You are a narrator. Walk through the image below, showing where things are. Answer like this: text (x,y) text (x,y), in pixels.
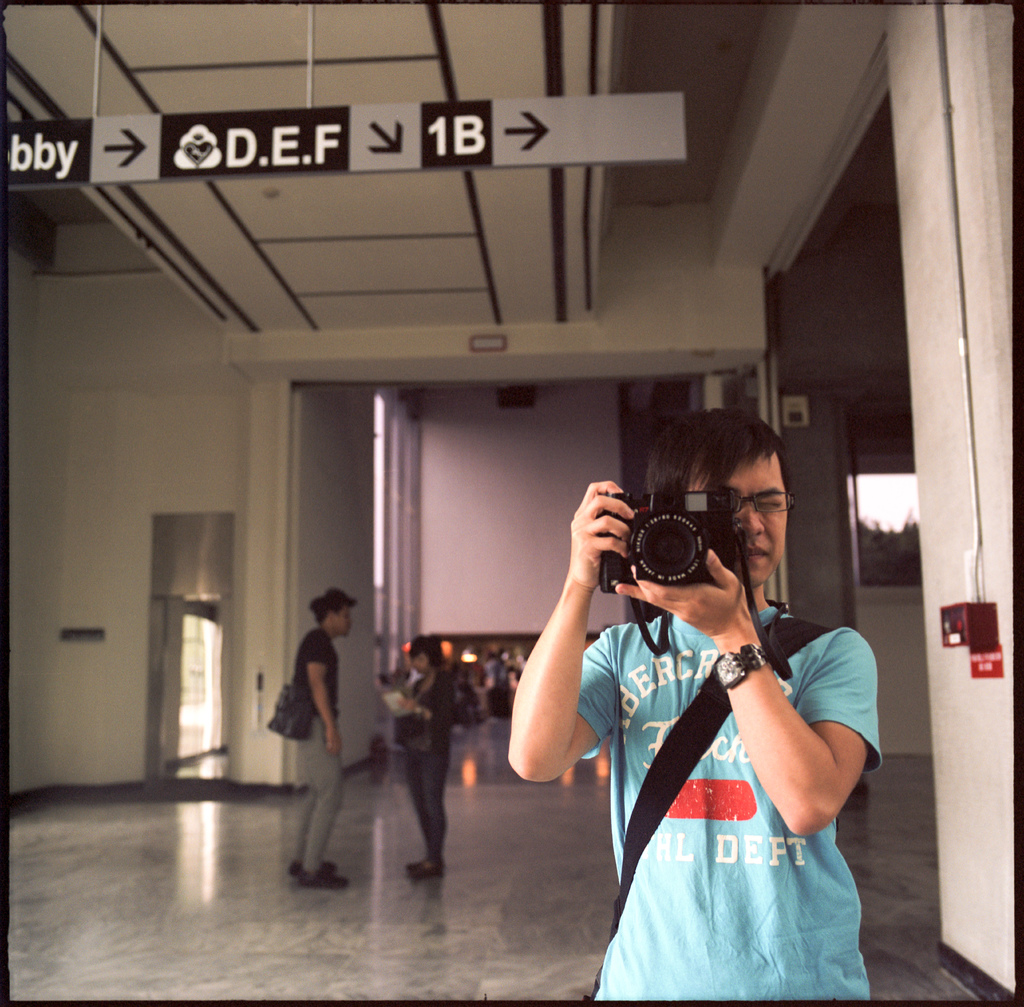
In this image we can see a man (818,790) wearing blue t shirt (740,772) is holding a camera (634,554) in his hands (620,521) and clicking the pictures. In the background (446,694) we can see few people (321,631). On the top of the image (253,145) we can see a sign board (285,153).
